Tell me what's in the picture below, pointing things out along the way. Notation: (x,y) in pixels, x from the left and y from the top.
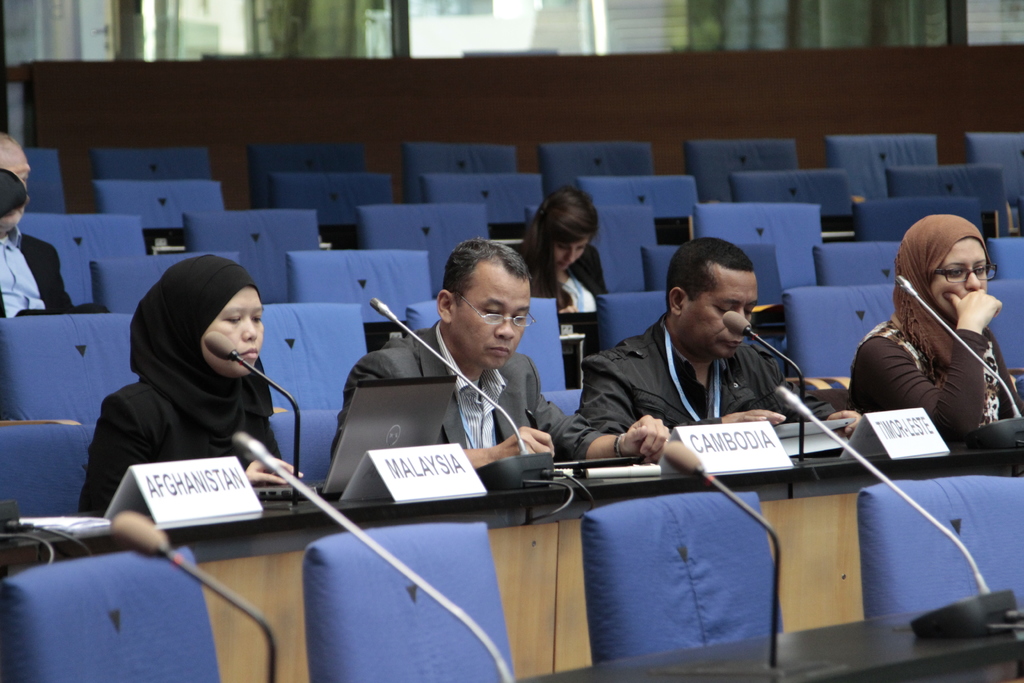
In this image, we can see some chairs (859,261). There are some people (609,358) wearing clothes (638,372) and sitting in front of tables (840,635). These tables (833,653) contains mics (772,649) and name plates (747,443). There is a person (237,368) on the left side of the image (228,297) sitting in front of the laptop (362,420).
